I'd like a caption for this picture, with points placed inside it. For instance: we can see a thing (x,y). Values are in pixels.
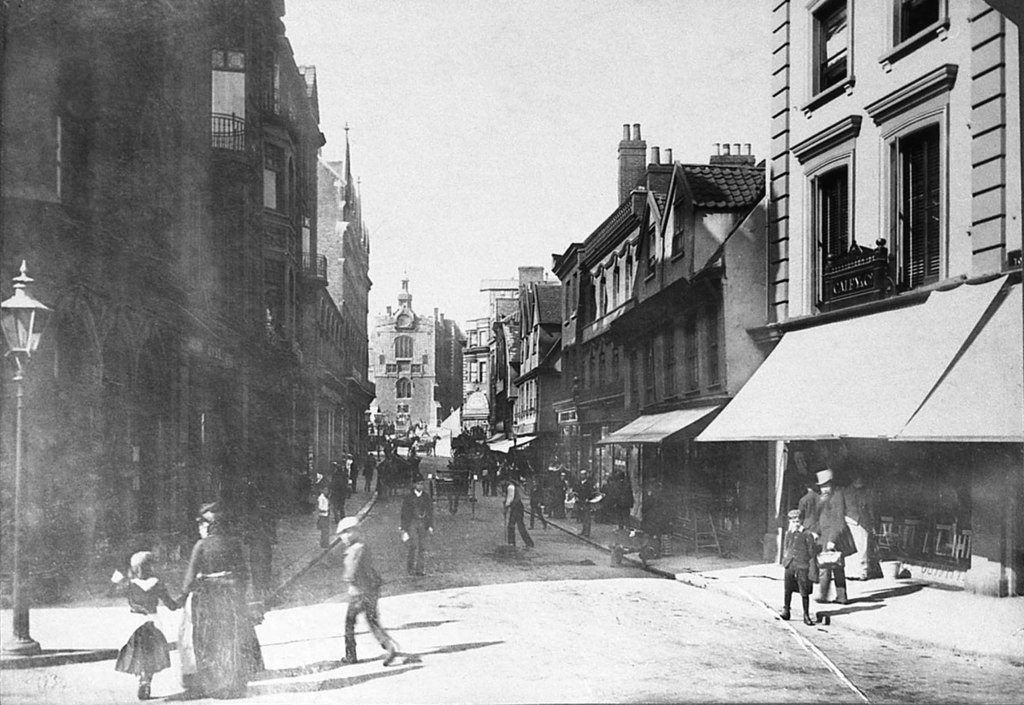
In this image I can see number of people (379,573) are standing. I can also see a pole (17,404), a light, number of buildings (363,377) and shadows (284,675). I can also see this image is black and white in colour.
